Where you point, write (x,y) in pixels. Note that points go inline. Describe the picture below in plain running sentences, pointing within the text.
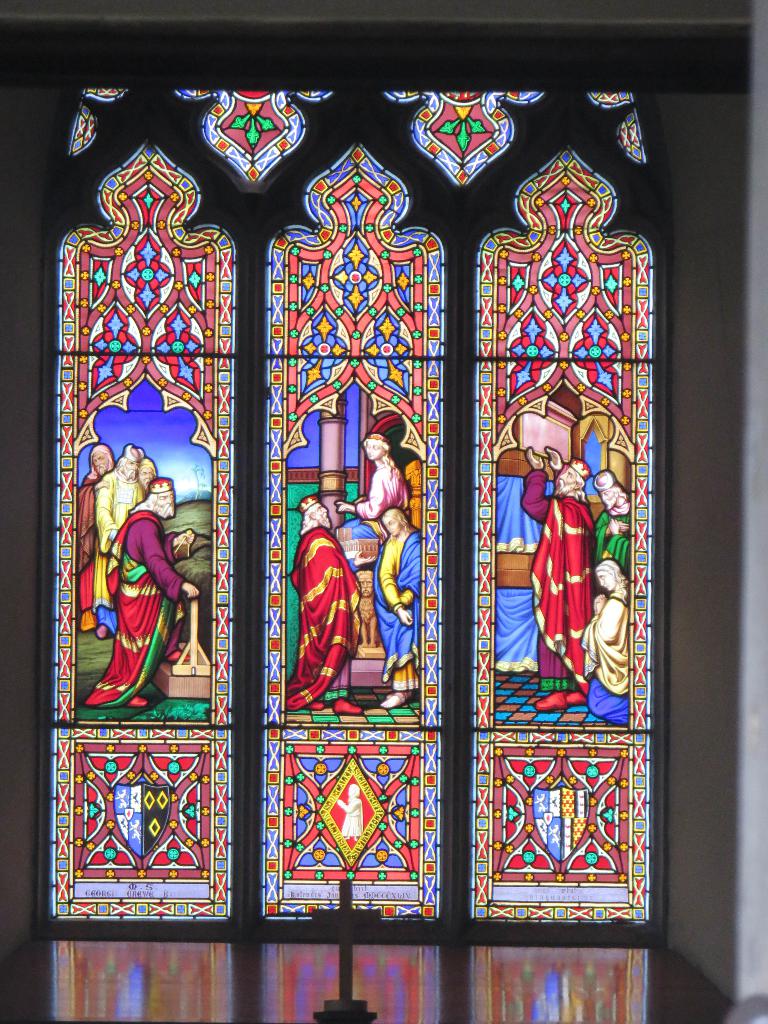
In the image we can see a glass wall (644,306), on the glass wall (482,315) we can see some paintings (287,326).
